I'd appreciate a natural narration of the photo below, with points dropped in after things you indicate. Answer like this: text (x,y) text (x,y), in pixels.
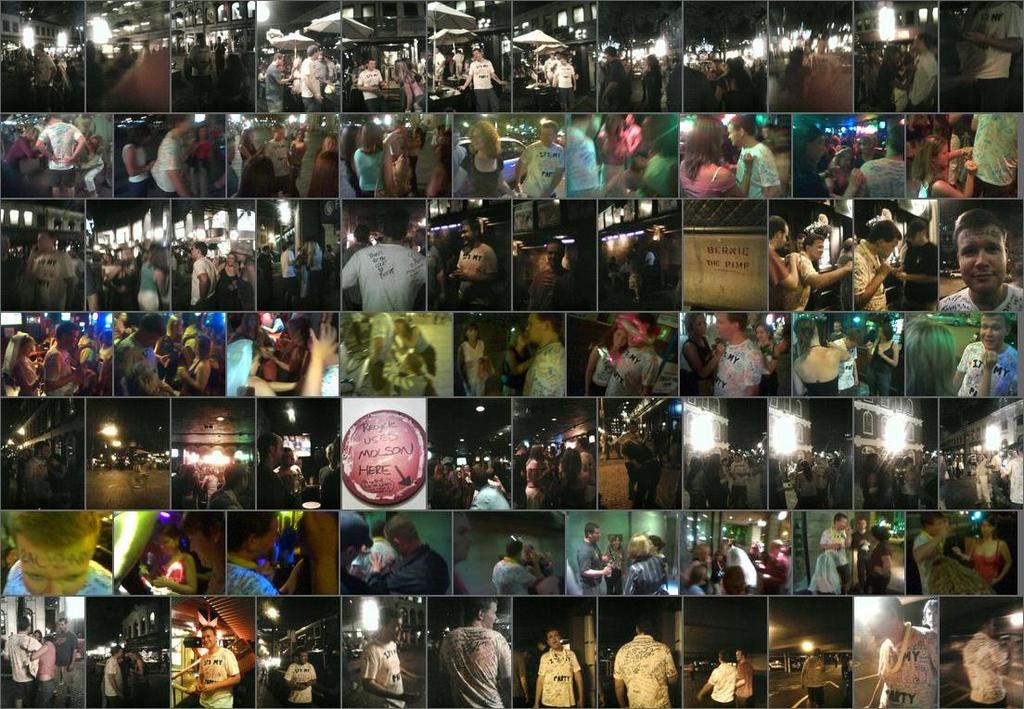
This is a collage of different pictures with people (810,291) and objects (386,455).
